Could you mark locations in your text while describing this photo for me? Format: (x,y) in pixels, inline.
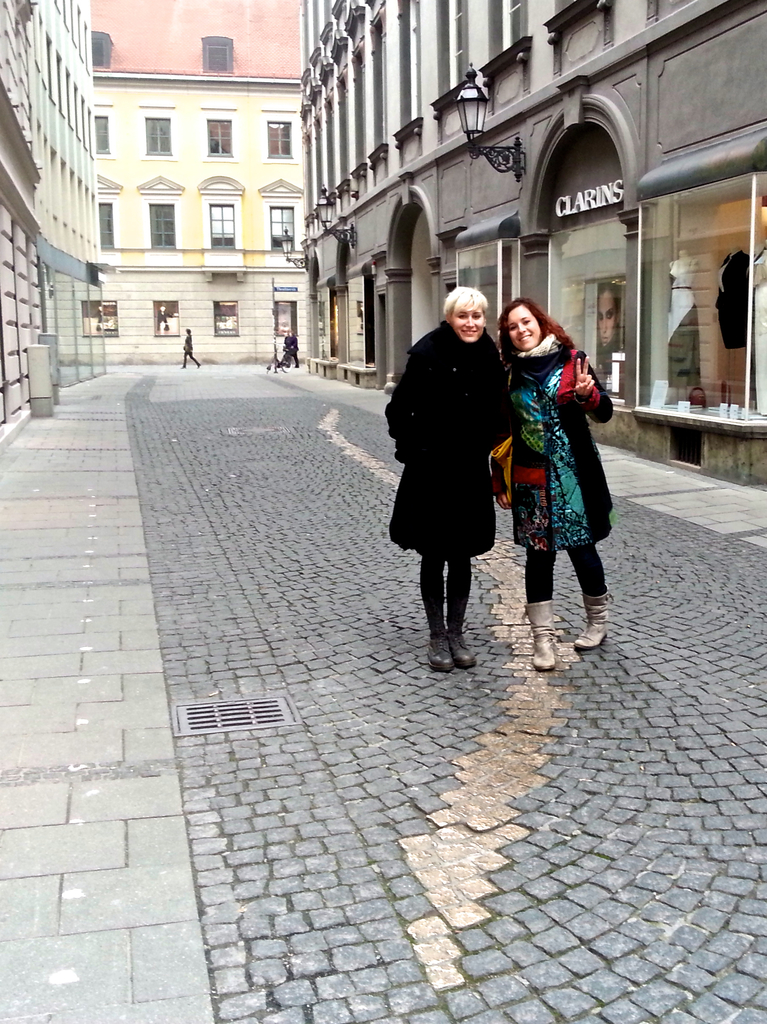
In this image we can see two persons (480,394) standing. Behind the person (539,570) we can see a group of buildings (304,313) and few persons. On the right side of the image (688,335) we can see lights (468,109), text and a glass (675,335) on the building (527,163). Through the glass (734,326) we can see dresses (743,322) on the mannequins (681,305).
